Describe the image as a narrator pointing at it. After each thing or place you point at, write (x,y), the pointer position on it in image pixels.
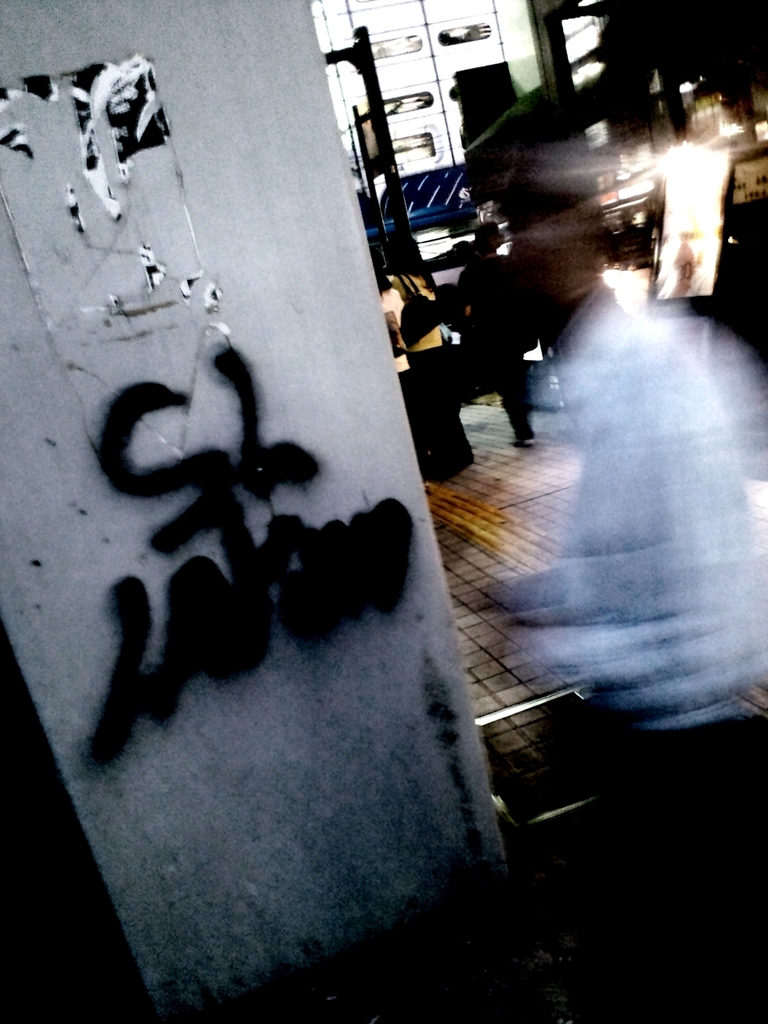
In the center of the image (401,680) there is a wall (174,792) on which there is a graffiti painting (199,590). To the right side of the image (517,163) there is a person (680,433) who is not clear. In the background of the image (437,434) there are people (427,430).
